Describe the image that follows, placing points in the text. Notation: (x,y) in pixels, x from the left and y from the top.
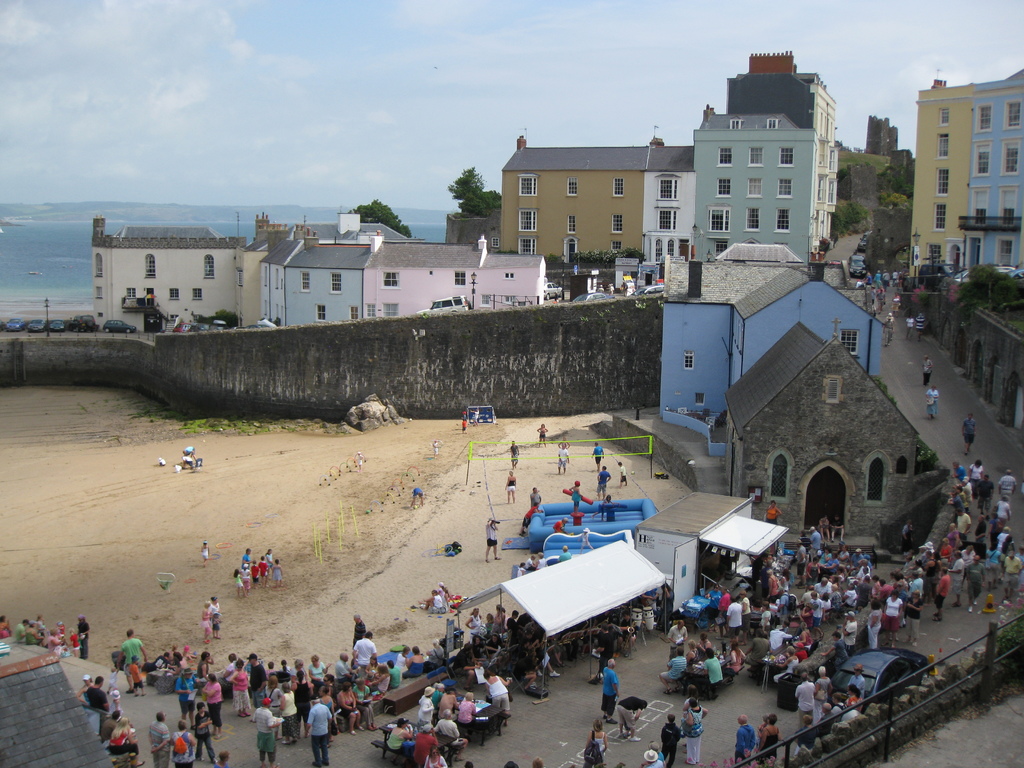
In the image we can see there are people (343,683) standing on the ground (885,639) and there is a air balloon bed (634,511) kept on the ground (4,431). There are buildings (50,706) and trees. Behind there is water (92,224) and there is a cloudy sky (469,118).
